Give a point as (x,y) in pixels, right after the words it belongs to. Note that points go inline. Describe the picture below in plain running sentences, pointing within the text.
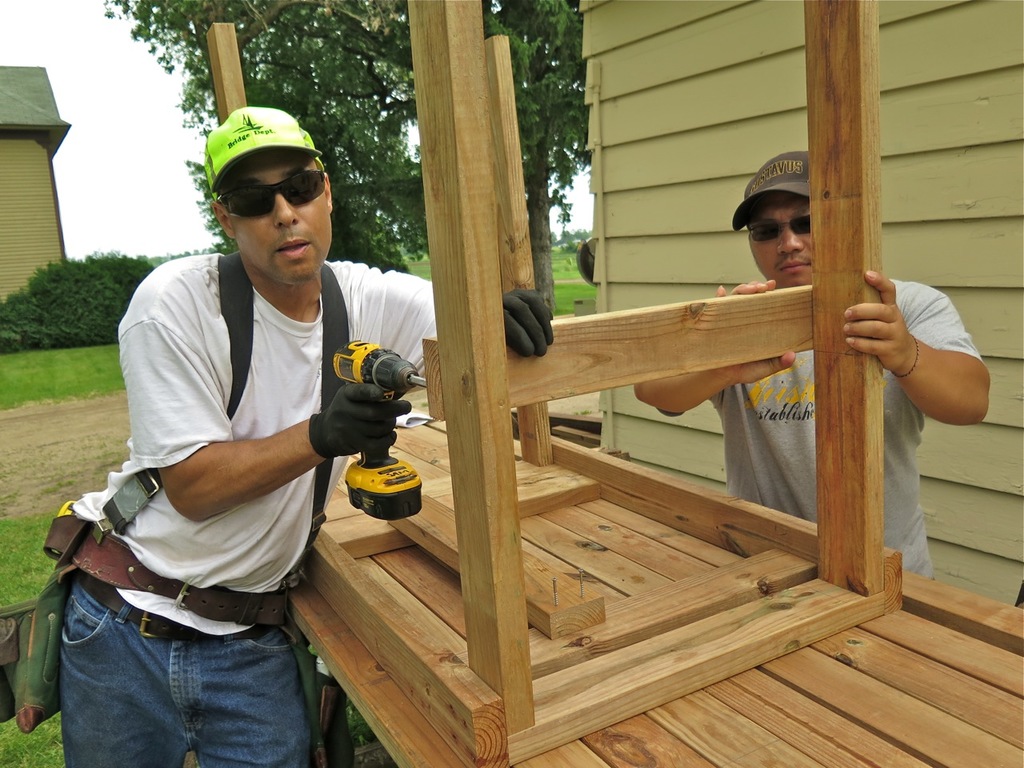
In this image we can see two persons (197,504) are standing and doing work on the wooden pieces (535,409). One man (343,323) is wearing white color t-shirt (267,360) with jeans (238,725) and holding machine (388,370) in his hand (358,408). Background of the image (86,272) plant (58,287) and tree (333,84) is present. Right side of the image (884,33) one wall (938,107) is there. The land (65,419) is covered with grass (37,392).
